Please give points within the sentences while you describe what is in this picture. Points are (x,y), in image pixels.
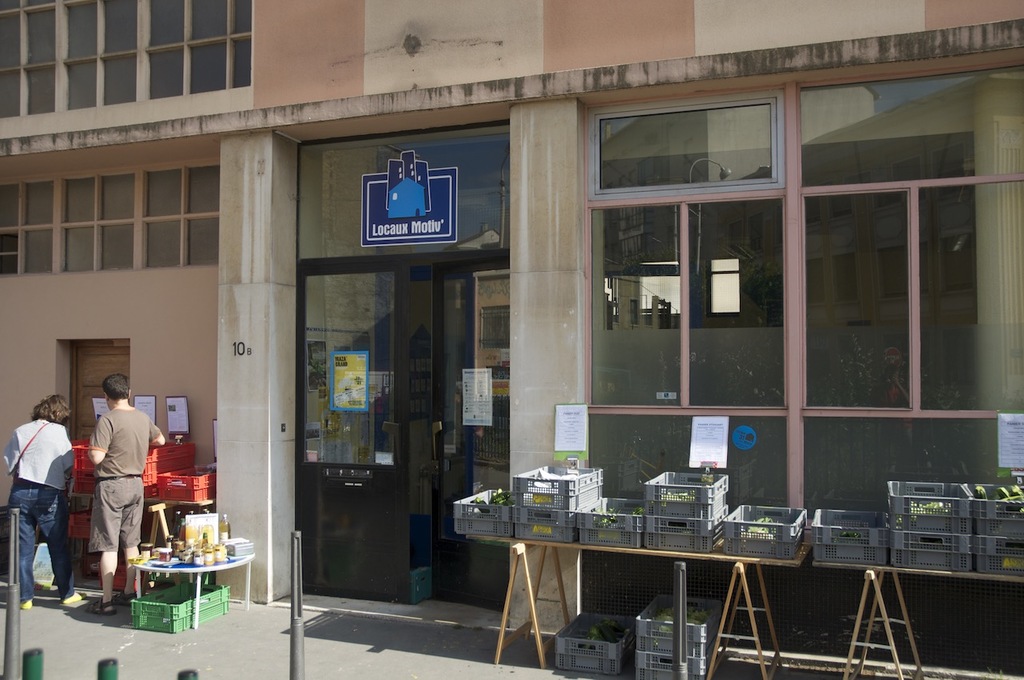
In this picture i could see two persons (111,465) standing to the left side of the picture (76,526) and some stuff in the baskets (622,521) on the table (506,536) and in the background (391,280) i could see a glass door (457,382) and a building (479,119).
